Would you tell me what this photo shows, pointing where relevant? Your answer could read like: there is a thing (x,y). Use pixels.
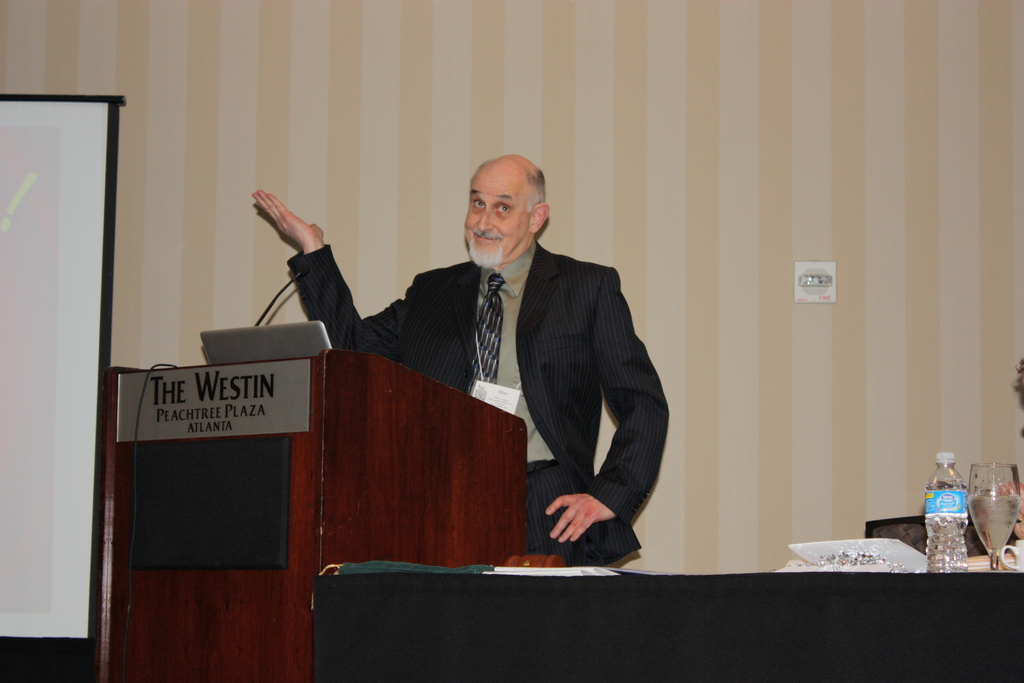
in this picture we can see a man (662,451) standing in front of a podium (374,457) and on the podium (345,427) we can see a board (282,414), laptop (300,343) and a mike (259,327). Here we can see a white board (64,424). This is a bottle (952,516) and a glass (1011,528). This man (528,161) is holding a smile on his face (505,186).
